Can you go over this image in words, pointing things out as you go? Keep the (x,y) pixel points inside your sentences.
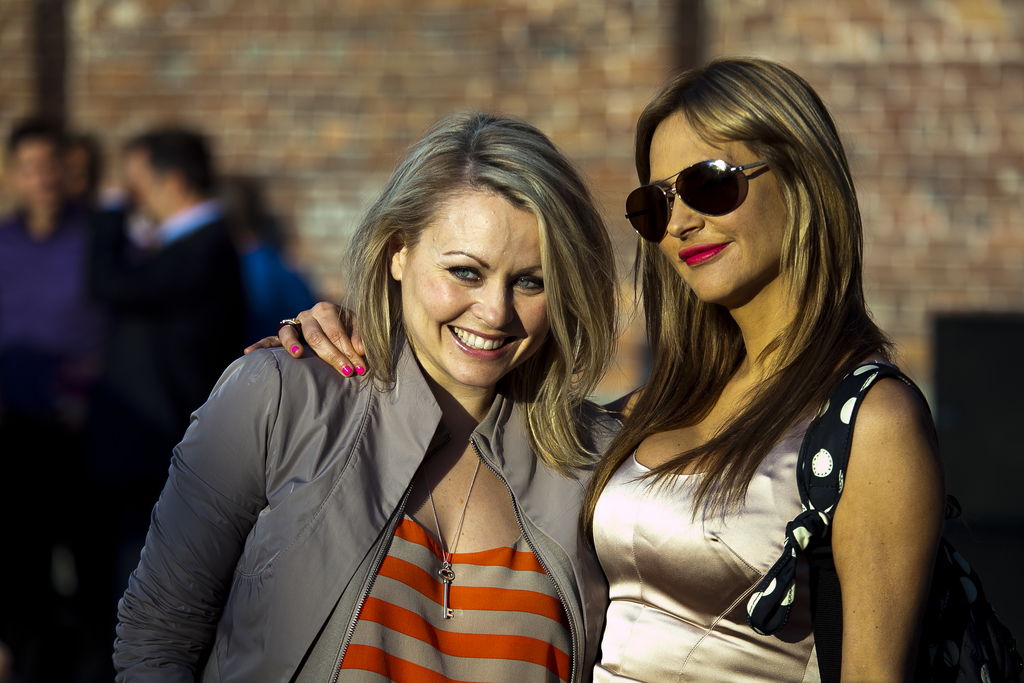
In this image, there are a few people (736,239). Among them, we can see a person (768,184) wearing spectacles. We can also see the blurred background (463,31).
